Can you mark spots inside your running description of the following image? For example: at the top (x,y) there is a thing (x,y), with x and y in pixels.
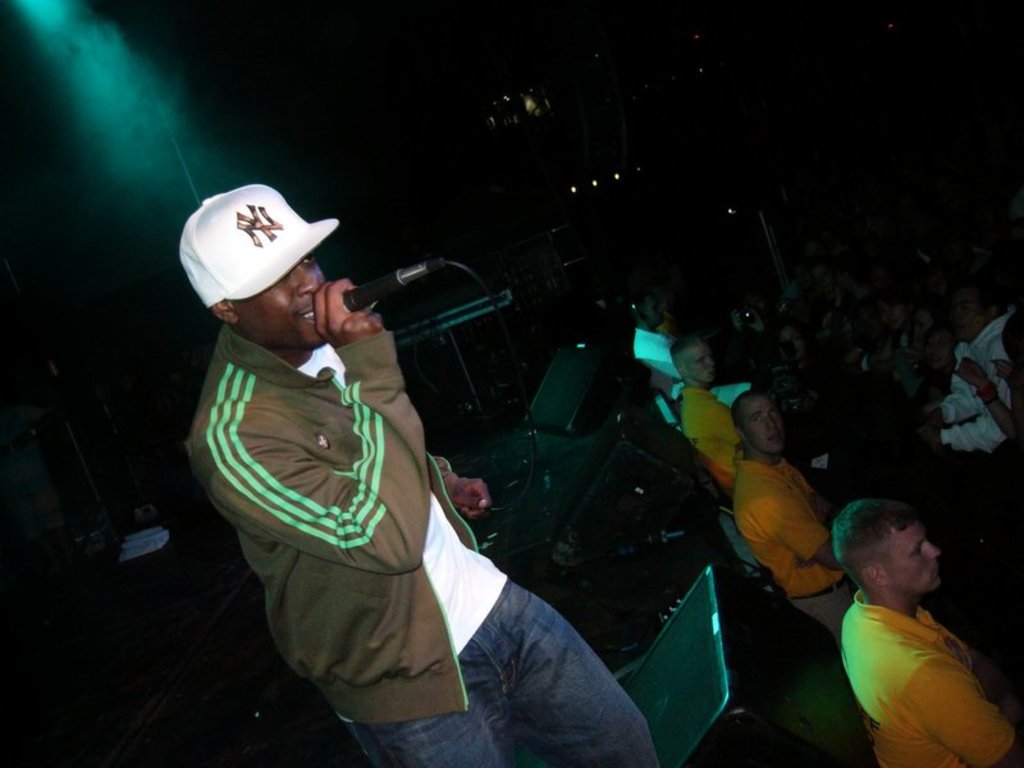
On the left side of the image (284,320) we can see a man (428,624) standing and holding a mic (375,294) in his hand (366,316). At the bottom (730,729) there are speakers (564,406). On the right (759,447) there is crowd (894,574). At the top (136,66) there are lights (54,17).
